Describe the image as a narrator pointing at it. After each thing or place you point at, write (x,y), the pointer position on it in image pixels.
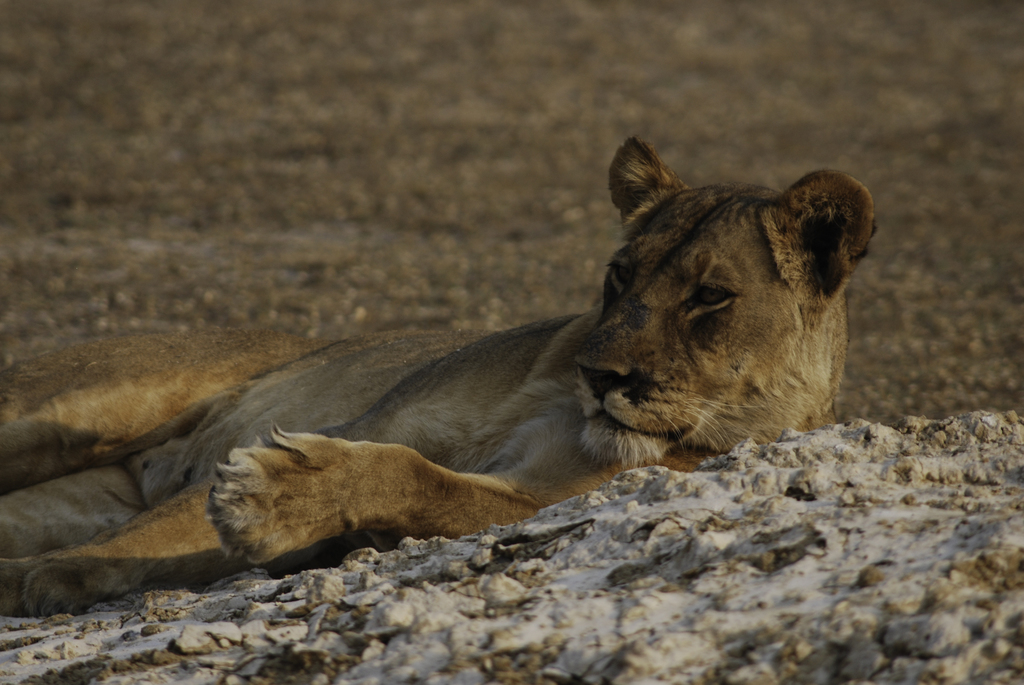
In this image, we can see a lion (420,454). We can also see the ground (640,482) and some stones (513,644).
